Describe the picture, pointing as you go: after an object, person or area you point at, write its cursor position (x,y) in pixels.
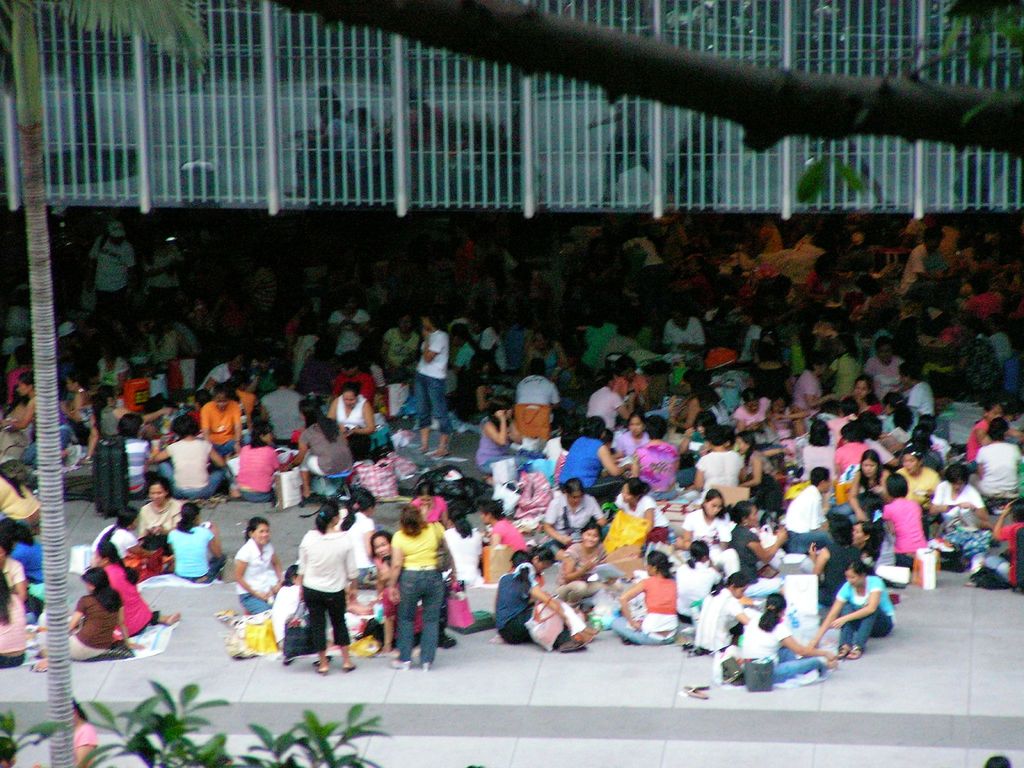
In this picture there are people (21,375) those who are sitting in groups (612,340) in the center of the image (458,337), some are eating and some are playing in groups (280,380), there are bags (364,469) around them and there are trees (464,51) on the left (55,629) and at the top side of the image (805,90), there is a glass building (322,89) at the top side of the image (445,156).
